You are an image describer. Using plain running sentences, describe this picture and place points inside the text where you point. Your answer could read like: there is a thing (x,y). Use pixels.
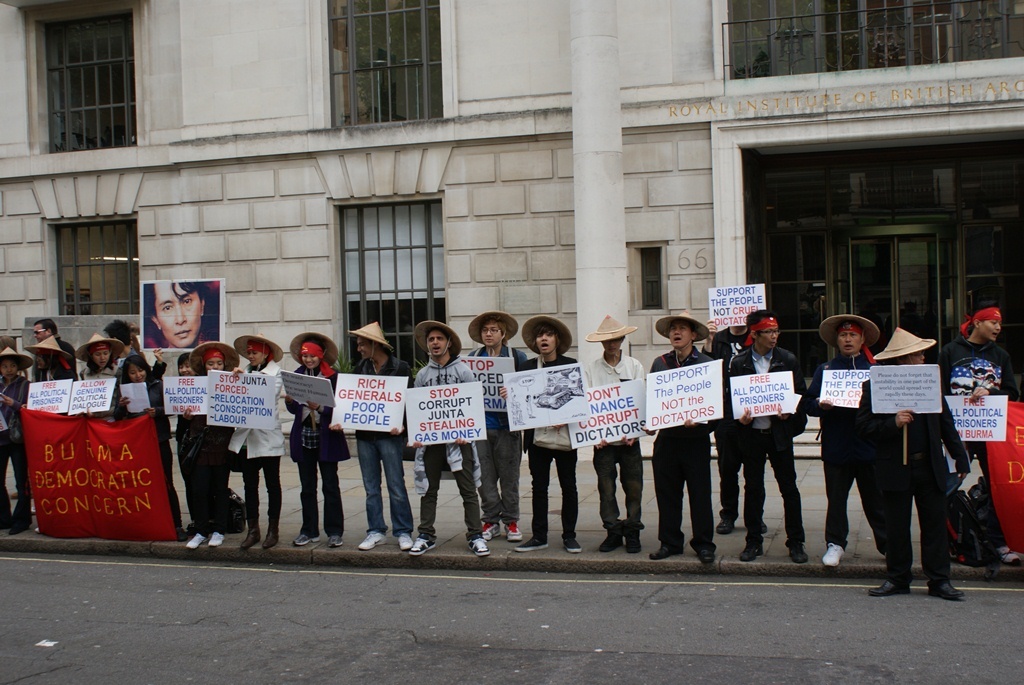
In this image there are people (563,449) standing on the pavement (573,557). Bottom of the image (530,625) there is a road (577,612). People (845,423) are holding the boards (840,391). They are wearing the caps (200,356). Left side (89,482) there are few people (21,480) holding the banner (83,493) which is having some text (113,475). There is a poster (186,316) having the photo (202,311) of a person (196,298). Background (240,281) there is a building (331,272) having doors (817,271) and windows (78,292). Right side (1006,452) there is a person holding a banner (1012,463).
